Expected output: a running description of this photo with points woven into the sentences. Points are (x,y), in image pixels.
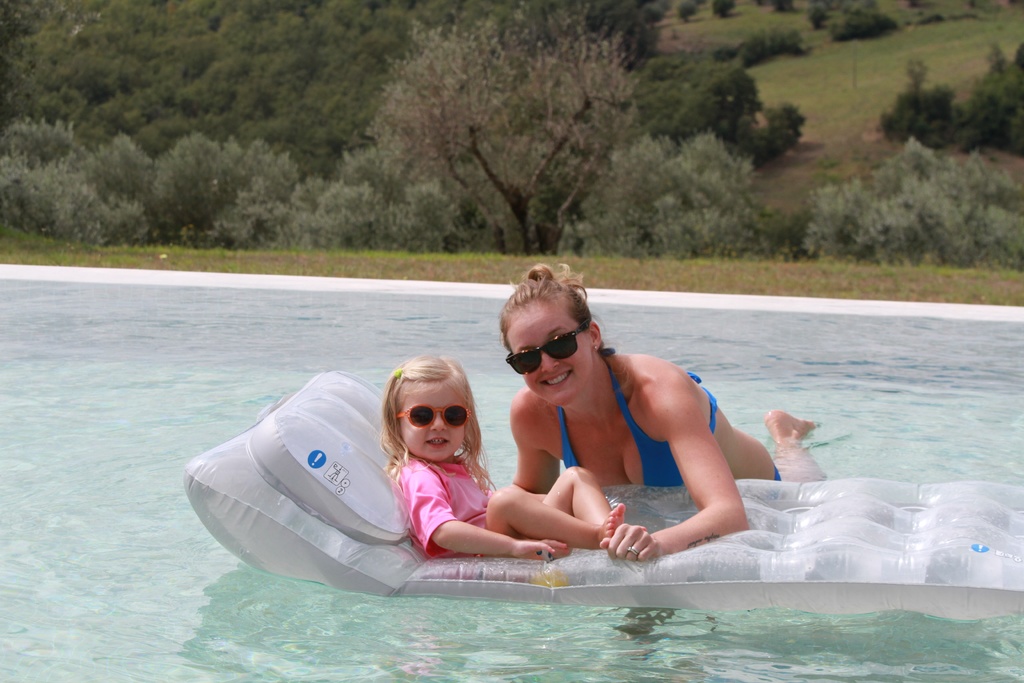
In this picture we can see a girl (495,519) sitting on a inflatable (937,509) and a woman (629,444) in water (865,413) and they both wore goggles (426,416) and smiling and in the background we can see trees (662,104).
